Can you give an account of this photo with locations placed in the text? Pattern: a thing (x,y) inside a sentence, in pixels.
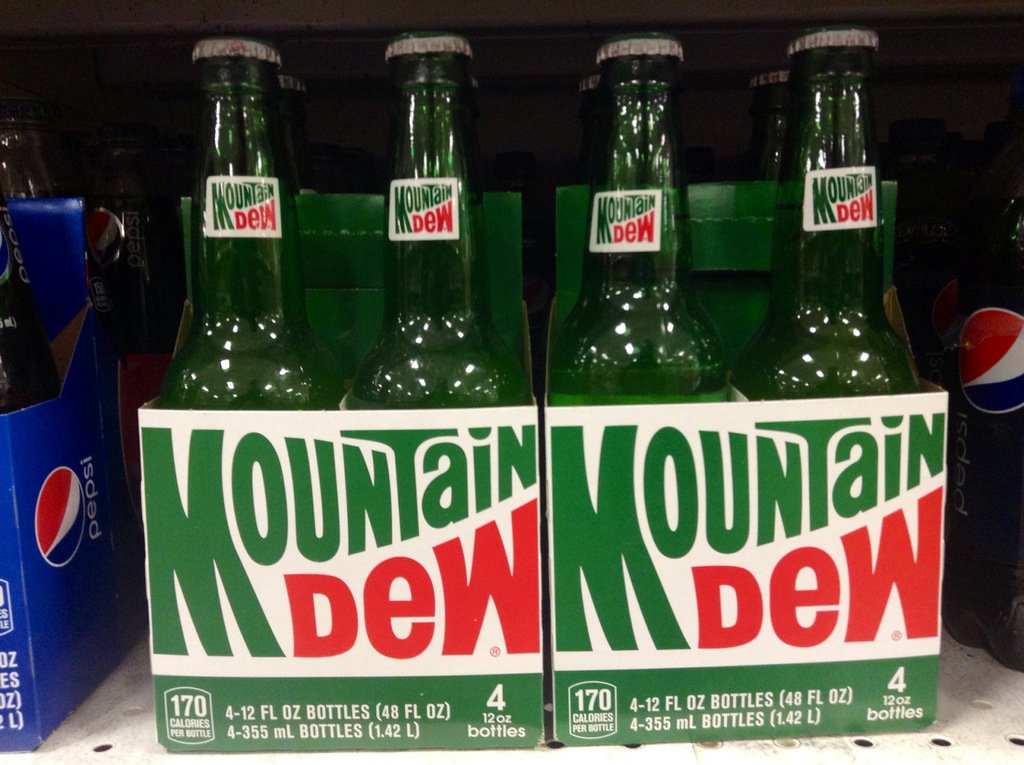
This bottles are highlighted in this picture. This bottles (465,184) name is mountain dew.
